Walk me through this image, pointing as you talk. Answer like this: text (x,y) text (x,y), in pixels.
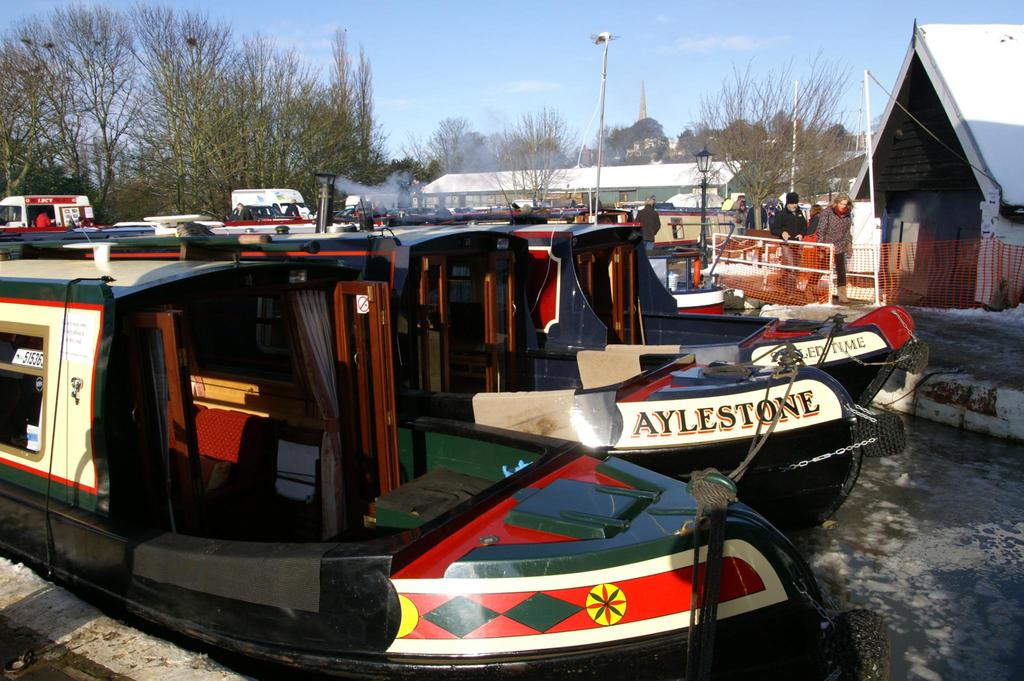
In this picture we can see water (928,631) at the bottom (921,616), there are some boats (523,288) here, in the background (716,144) there are some leaves (552,143), there is the sky (703,39) at the top of the picture (633,28), we can see some people (805,216) on the right side (805,216).
